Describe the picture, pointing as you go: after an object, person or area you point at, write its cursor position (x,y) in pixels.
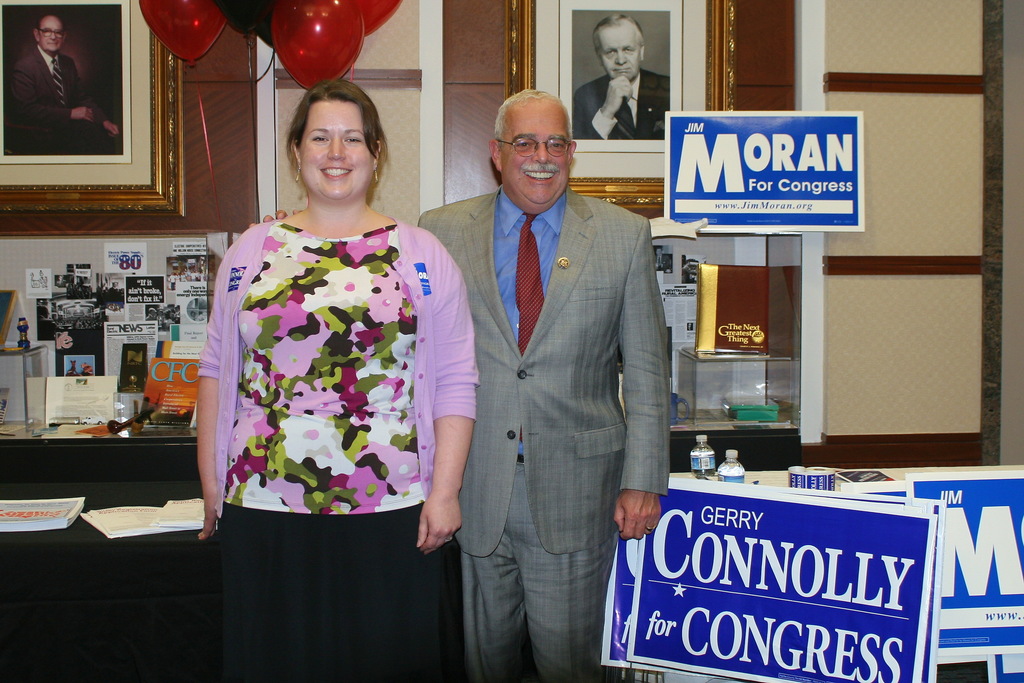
In this image, there is a man (507,297) and a lady (347,576) standing, in the background (88,474) there are tables (771,482), on that tables (929,470) there are few objects (190,363) and there is a wall (940,94), for that wall (413,81) there are photo frames (633,59), at the top (290,23) there are balloon (209,19), near the men (606,577) there are banners (645,579) on that banners (901,561) there is some text (883,573).
